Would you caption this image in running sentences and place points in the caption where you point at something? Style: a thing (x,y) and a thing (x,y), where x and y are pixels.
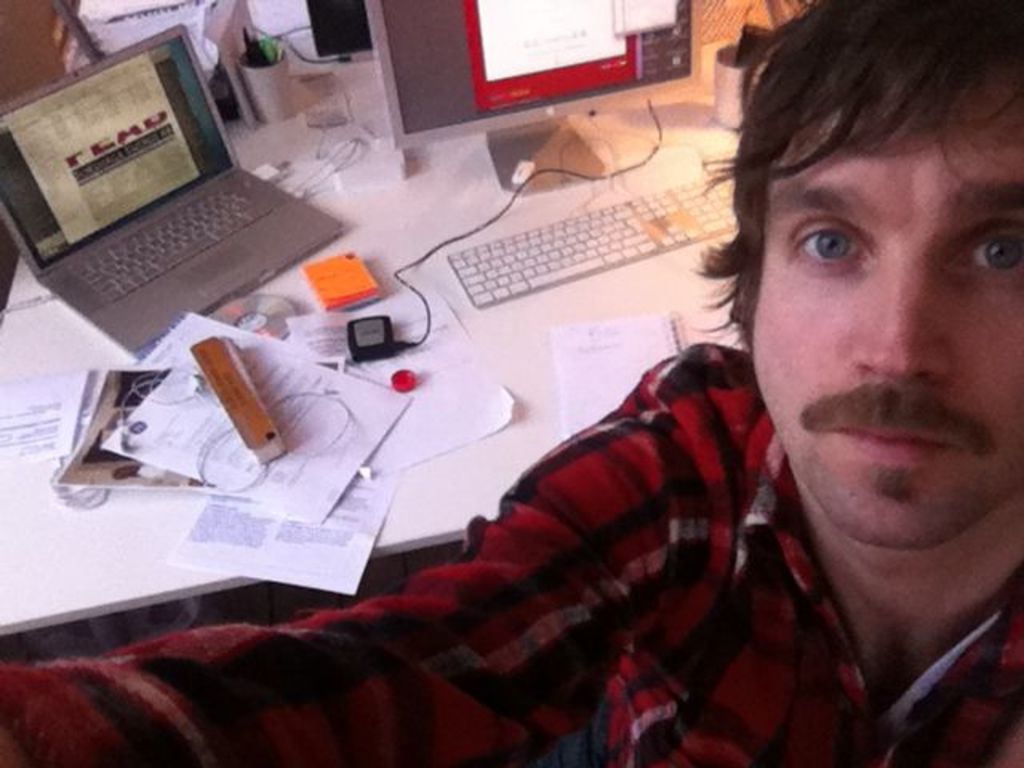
Here we can see a man (757,630). There is a table (523,332). On the table (526,354) we can see a monitor (655,24), keyboard (718,224), laptop (172,227), papers (397,367), box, and a cable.
